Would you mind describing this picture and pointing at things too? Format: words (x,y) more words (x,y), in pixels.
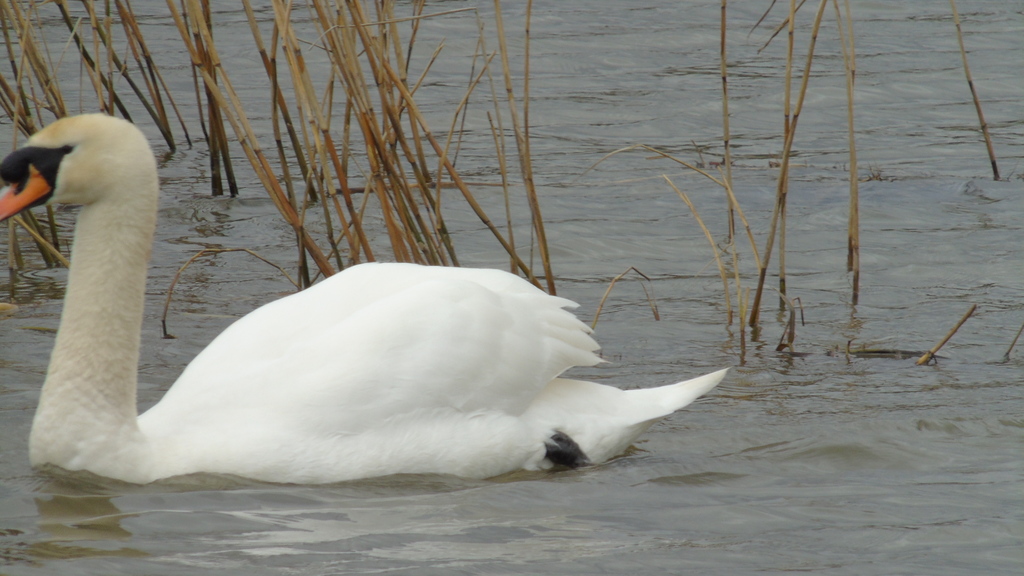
In this image I can see a bird (264,457) in water (312,488). The bird (288,357) is in white color. Background (210,43) I can see dried grass (321,189).
